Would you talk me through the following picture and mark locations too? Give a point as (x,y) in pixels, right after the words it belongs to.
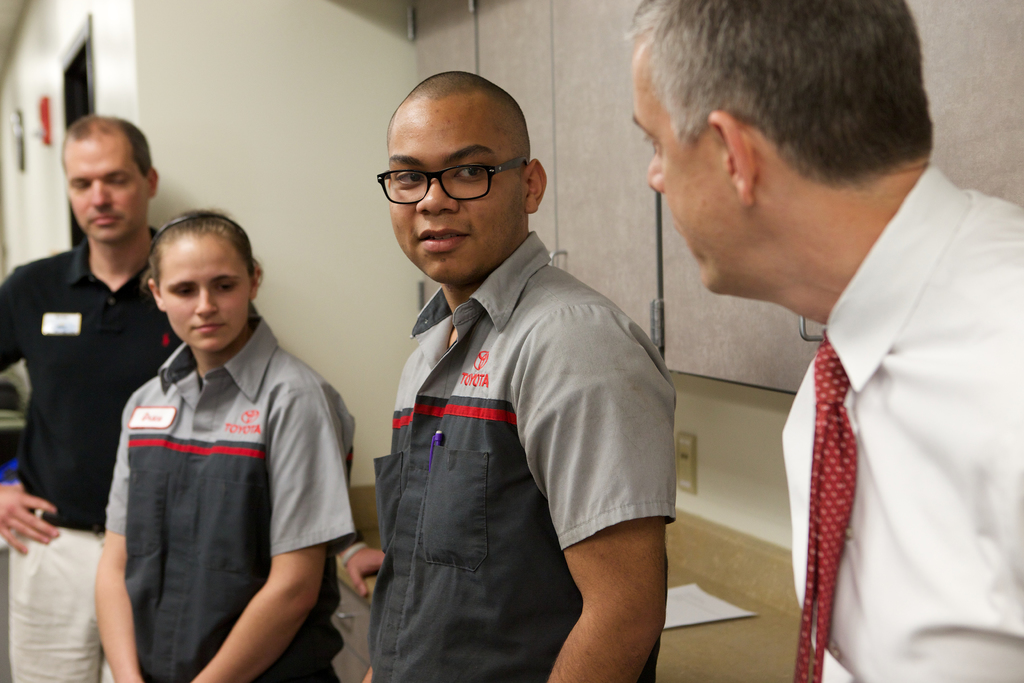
In this picture we can see 4 people (154,273) standing and looking at something.
